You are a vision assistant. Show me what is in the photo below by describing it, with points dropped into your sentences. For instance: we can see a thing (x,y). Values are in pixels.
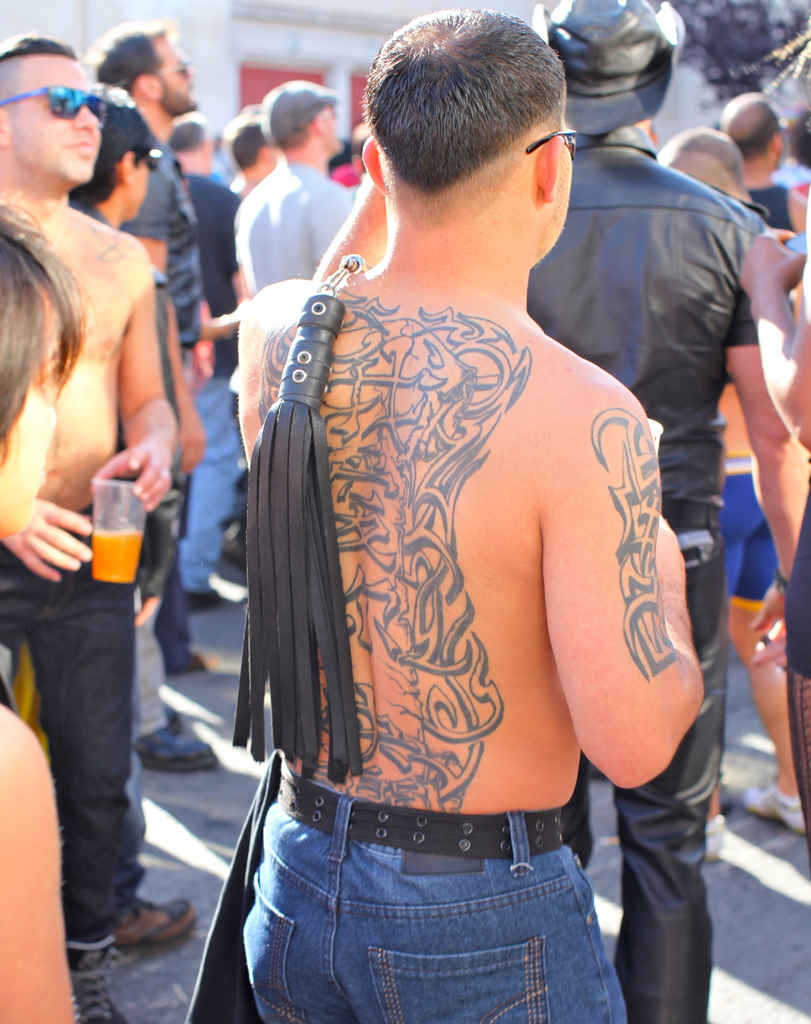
In the image we can see there is a man (411,655) standing and there is a tattoo (403,526) on his back (416,583) and hand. Behind there are other people (196,256) standing on the road (787,990).
